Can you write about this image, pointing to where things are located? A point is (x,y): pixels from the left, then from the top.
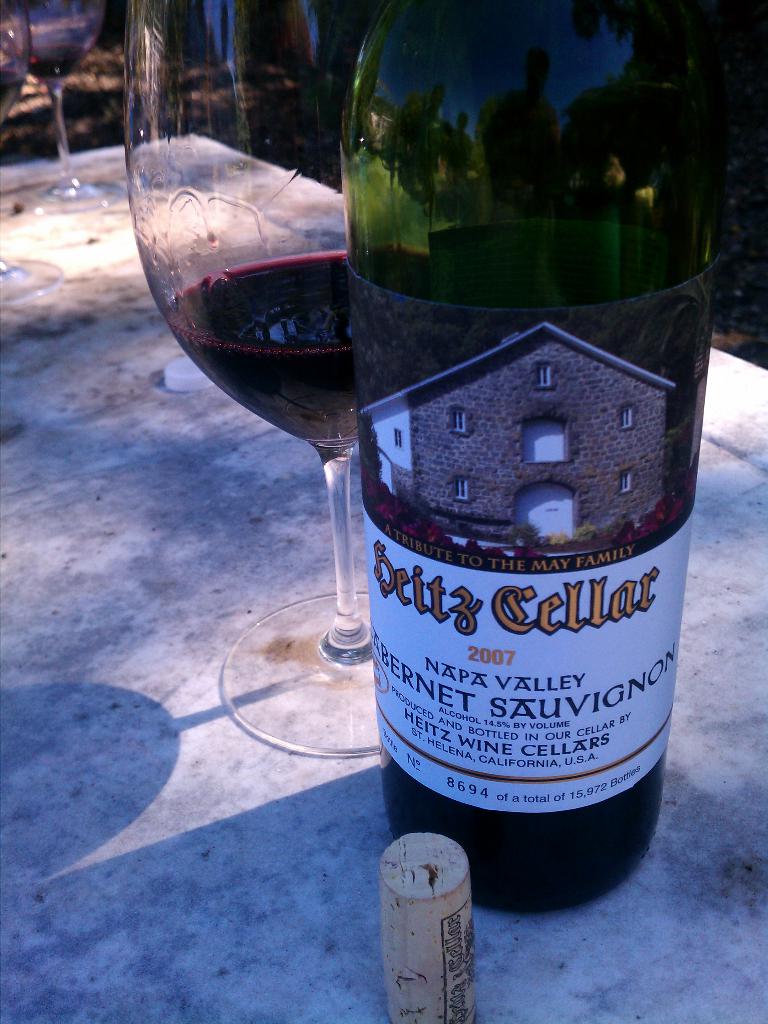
On the table (193,501) there are three glasses (159,151) and one bottle (522,497) with a label (515,579) on it.
